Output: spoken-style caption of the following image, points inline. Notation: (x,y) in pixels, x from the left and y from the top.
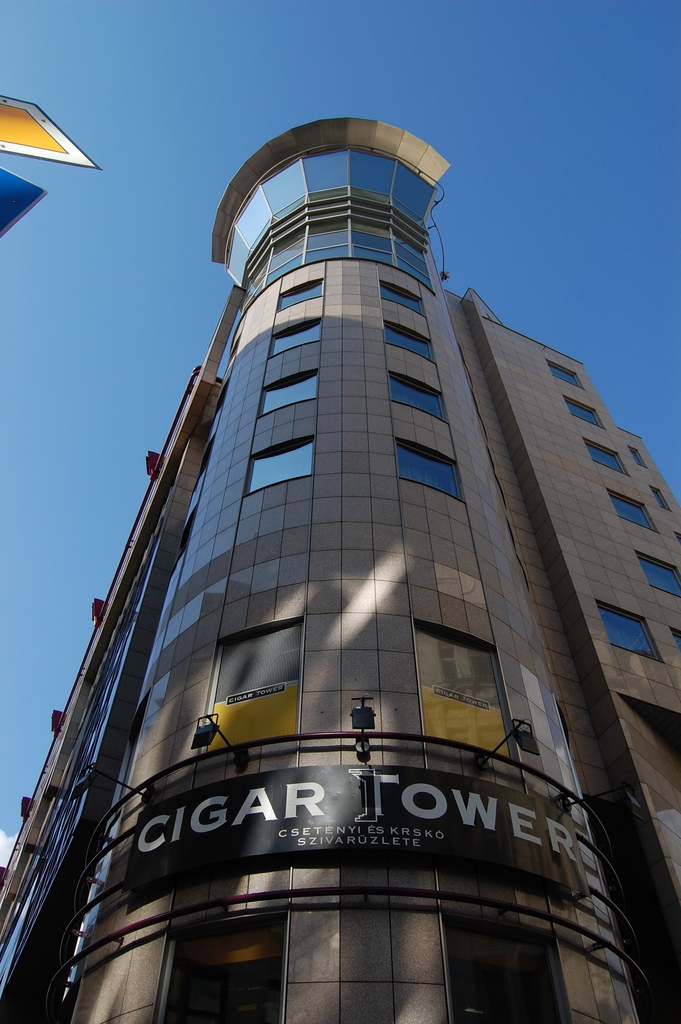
In this picture we can see a building (215,592) with windows (300,449), lights (196,745) and a name board (304,784). Behind the building (302,435), there is the sky (648,126). On the left side of the image (16,222), there are two objects (16,178).
